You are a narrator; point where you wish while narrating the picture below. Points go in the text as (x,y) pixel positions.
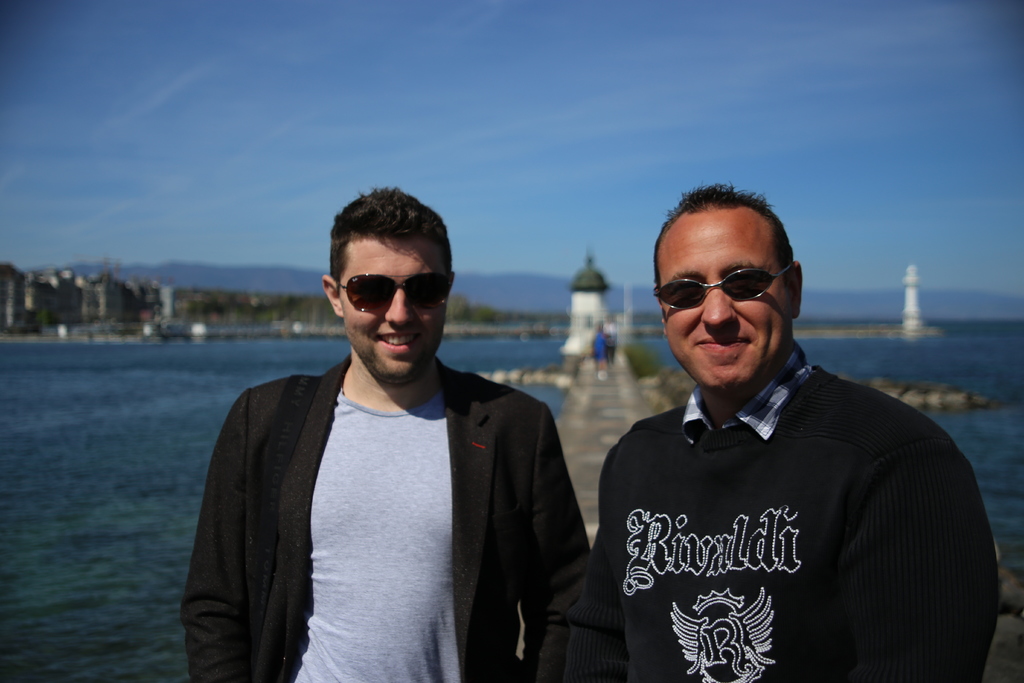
There are two men (751,341) standing and wore glasses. On the background (599,255) we can see water (57,368), towers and sky (571,176).
